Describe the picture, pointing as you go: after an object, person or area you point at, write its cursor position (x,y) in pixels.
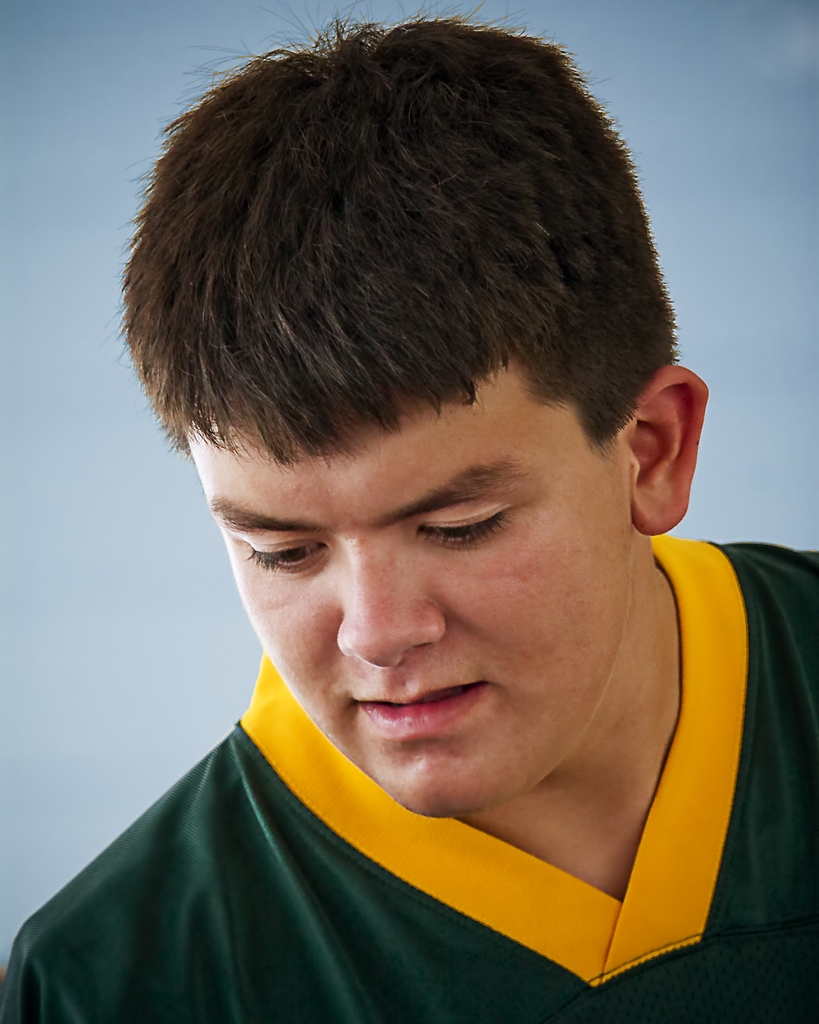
In the picture I can see a man (519,673) who is wearing a green and yellow color t-shirt (420,878).
